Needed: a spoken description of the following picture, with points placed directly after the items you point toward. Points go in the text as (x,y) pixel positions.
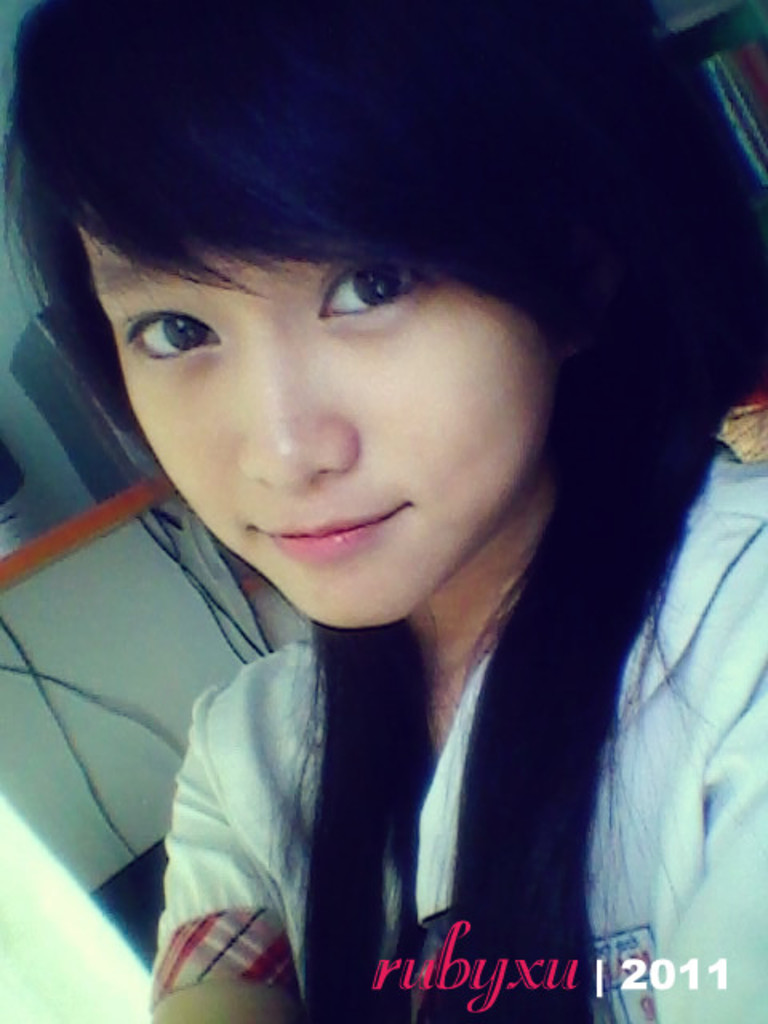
In this image in the foreground (485,298) there is one woman (300,535), and in the background (81,550) there is a table (81,550), wires (178,548) and some objects (87,406). At the bottom of the image (391,973) there is text (724,982).
